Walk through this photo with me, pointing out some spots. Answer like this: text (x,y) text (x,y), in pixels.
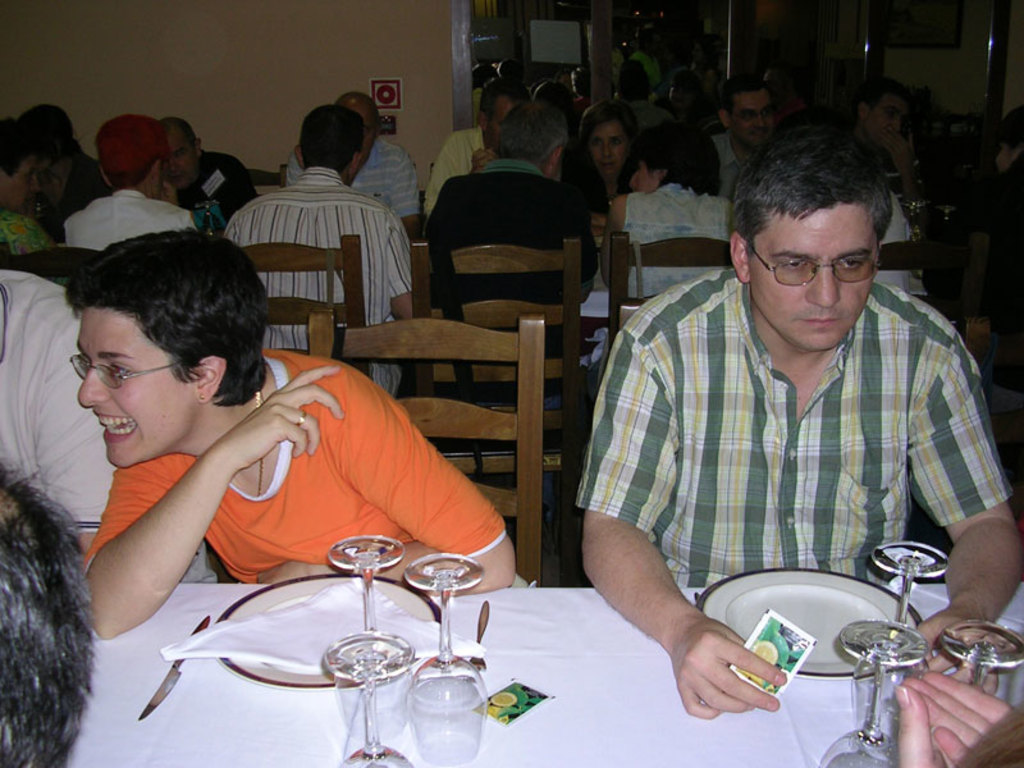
This picture shows a group of people (537,120) seated on the chairs (468,417) and we see couple of plates (277,597), glasses (838,763) and fork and knife (172,681) on the table (188,597).
